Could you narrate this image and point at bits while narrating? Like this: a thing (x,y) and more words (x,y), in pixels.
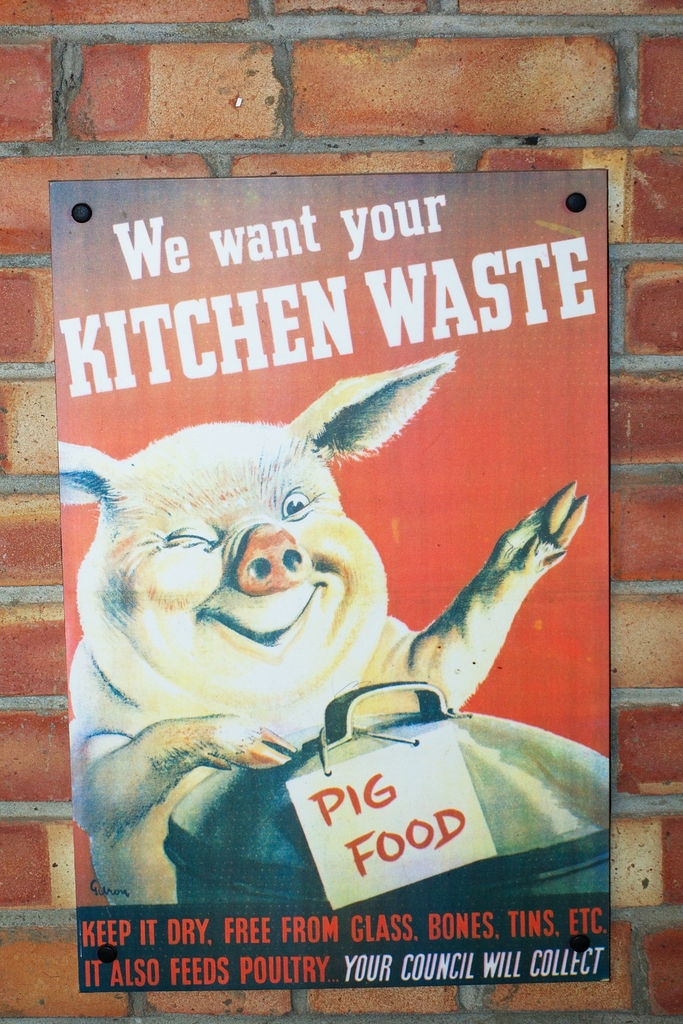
Here there is a poster (447,659) on the wall (367,112), here there is animal (306,614), this is container (486,810).
